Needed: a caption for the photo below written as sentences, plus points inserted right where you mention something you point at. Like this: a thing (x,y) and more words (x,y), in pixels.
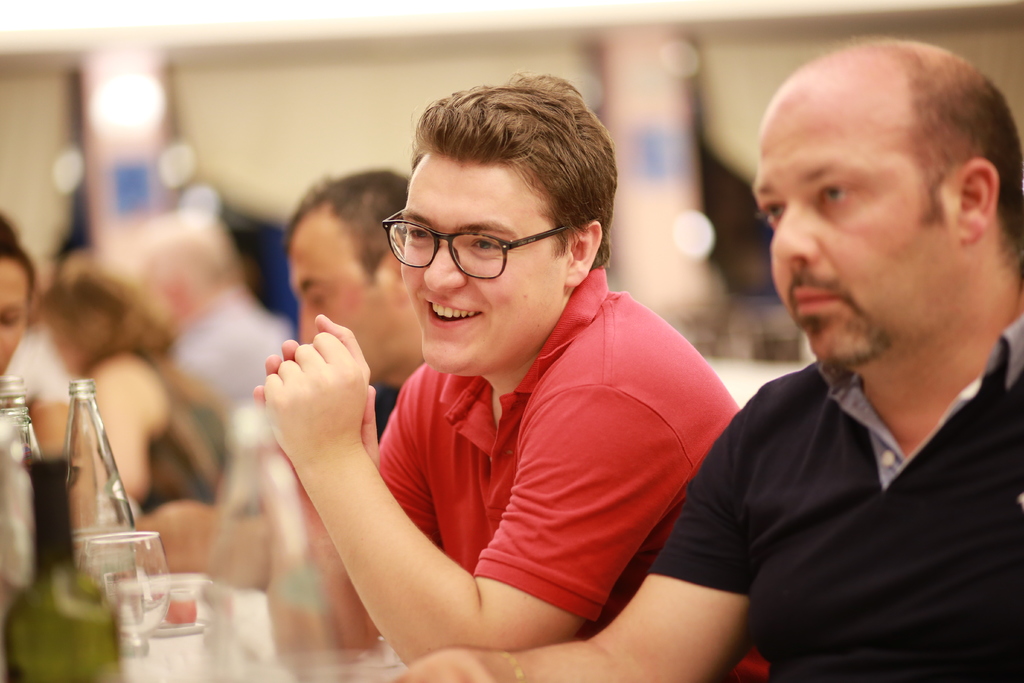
In this image, we can see some people (553,286) sitting and we can see some glass bottles (117,491) and glasses (135,563). We can see the lights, and we can see some other people (243,345).
